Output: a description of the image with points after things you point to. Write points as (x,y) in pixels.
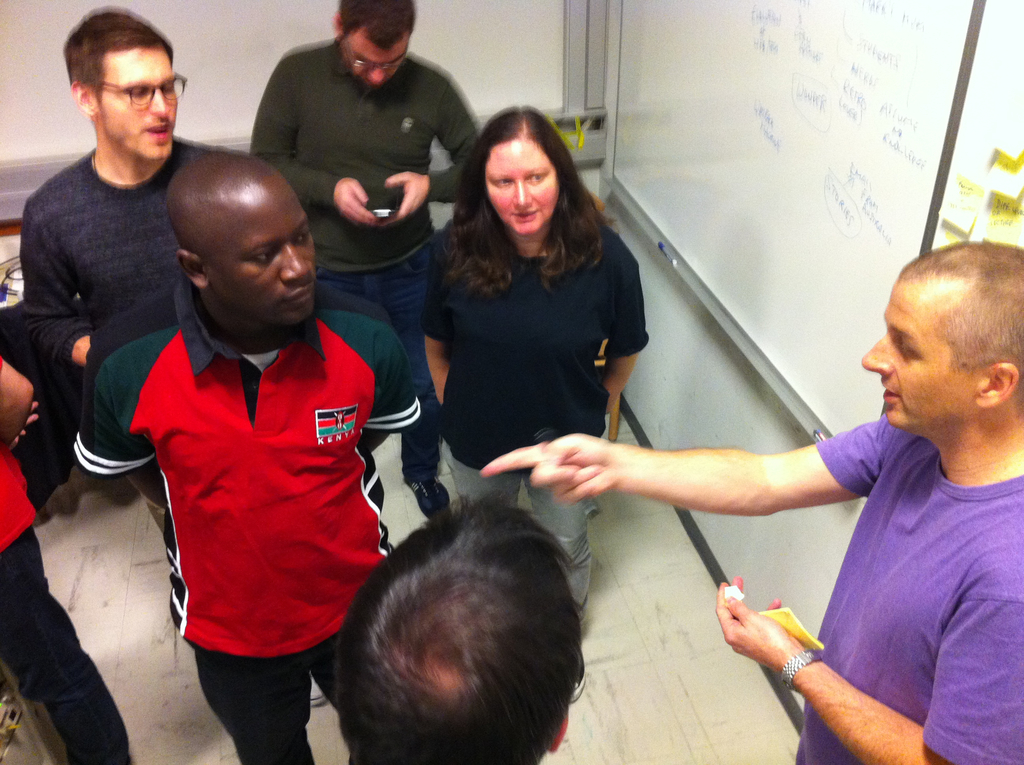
As we can see in the image there is a board (700,58) and group of people (345,148) standing over here. The person (376,284) over here is holding a mobile phone (379,212).
